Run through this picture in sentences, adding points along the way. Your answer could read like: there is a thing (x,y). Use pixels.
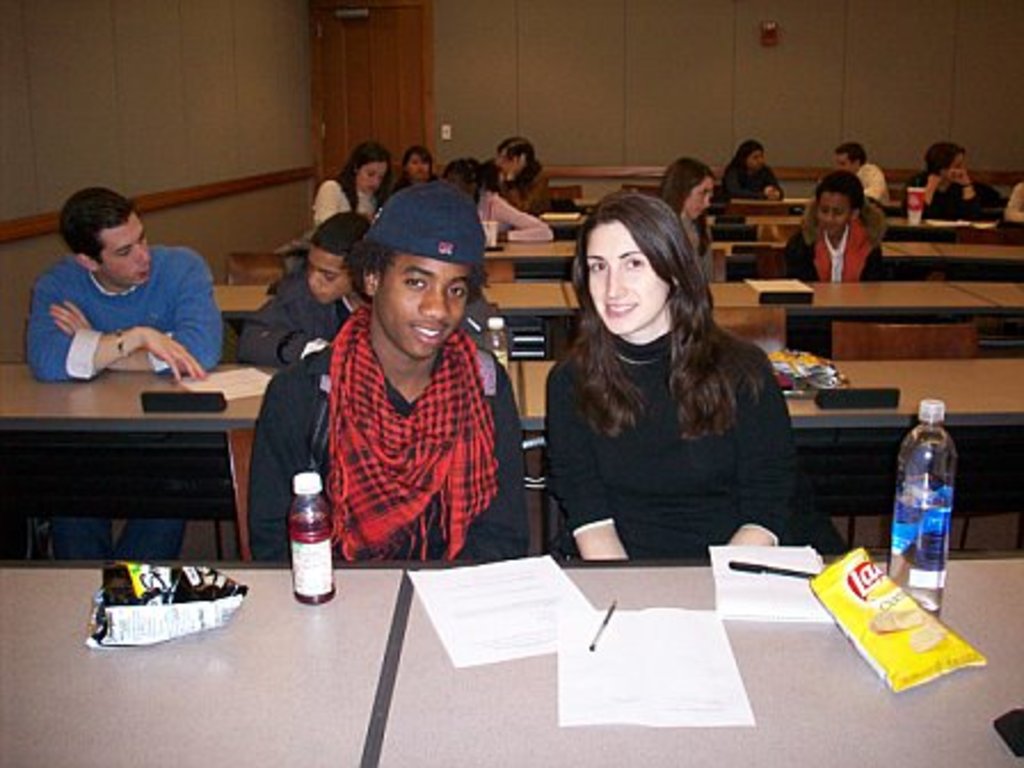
In this picture there is a man (406,419) who is sitting on the chair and there is a woman (629,431) who is sitting on the chair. There is a bottle (328,551) on the table (775,673). There is a paper (633,639) and pen (604,625) on the table (480,690). There is also chips packet (898,630) on the table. At the background (518,181) there are group of people (941,193) on the chair (974,231). There is a door (375,88).
